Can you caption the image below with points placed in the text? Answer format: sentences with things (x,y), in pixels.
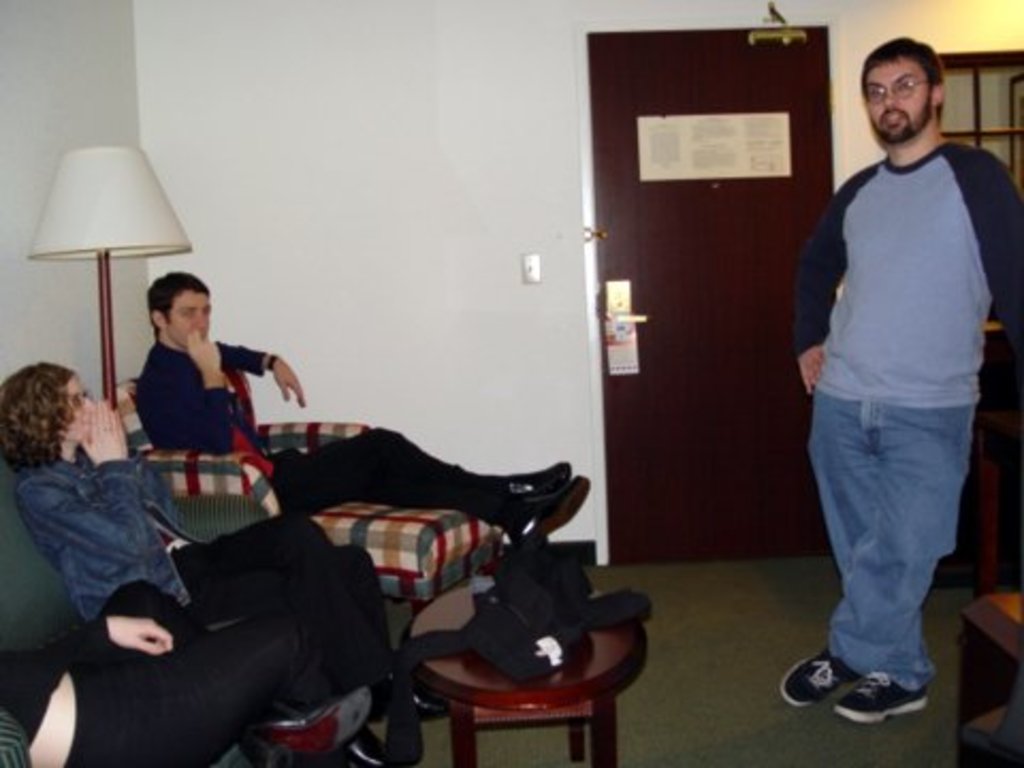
In this picture, there are three people (291,460) sitting on the sofas (341,434) towards the left (280,361). In between them, there is a lamp (80,236). In the center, there is a table (498,689) and a jacket (562,597) is placed on it. Towards the right (908,508), there is a person (892,258) wearing a grey top (891,262) and blue jeans (904,479). In the background (369,160), there is a wall (427,71) with door (737,212) and window (966,122).
